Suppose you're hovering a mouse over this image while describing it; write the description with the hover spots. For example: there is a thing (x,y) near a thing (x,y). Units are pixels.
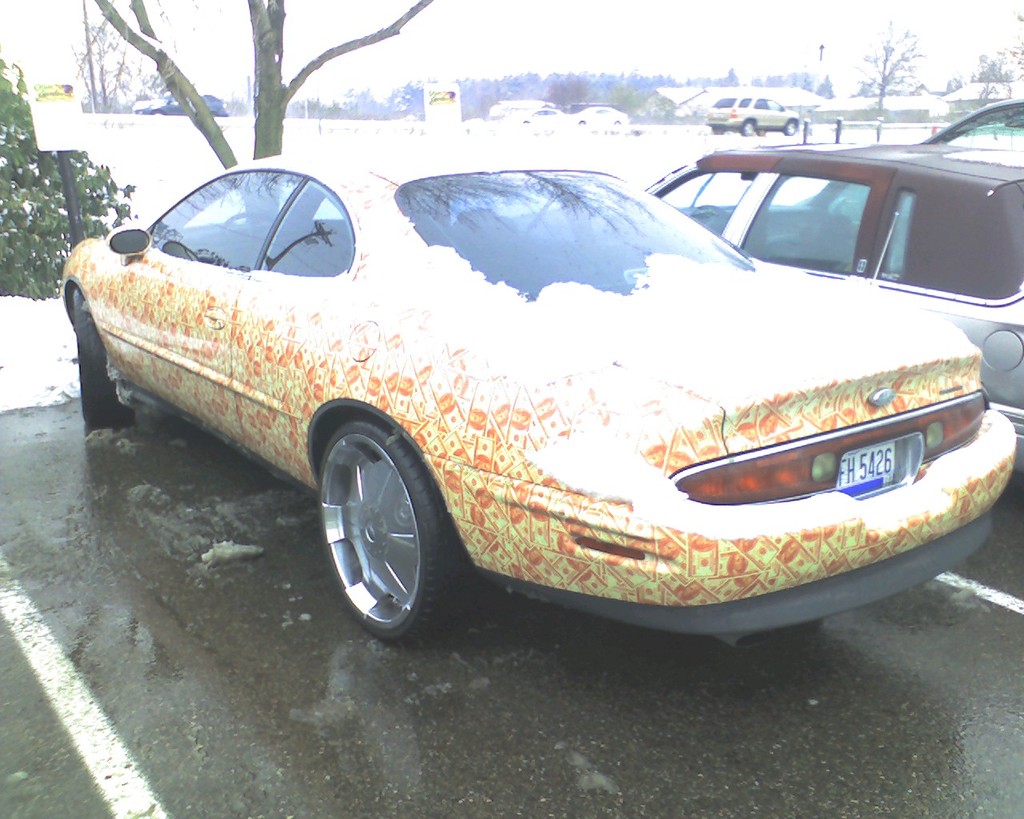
In this picture I can see vehicles (306,333) in the parking space (361,682). I can see snow (562,378). I can see trees (523,95).
